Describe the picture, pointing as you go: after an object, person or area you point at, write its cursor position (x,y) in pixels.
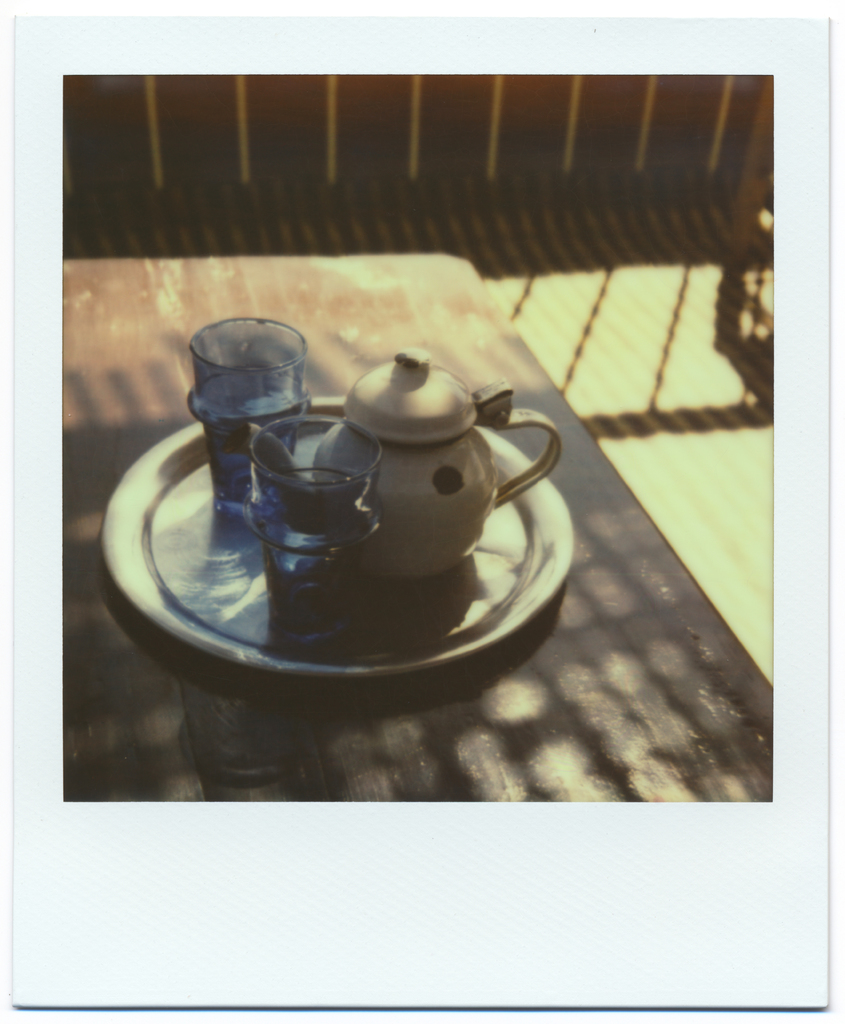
This image consists of a table (272,299). On that there is a plate (237,586). In that there are glasses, kettle (428,558).
